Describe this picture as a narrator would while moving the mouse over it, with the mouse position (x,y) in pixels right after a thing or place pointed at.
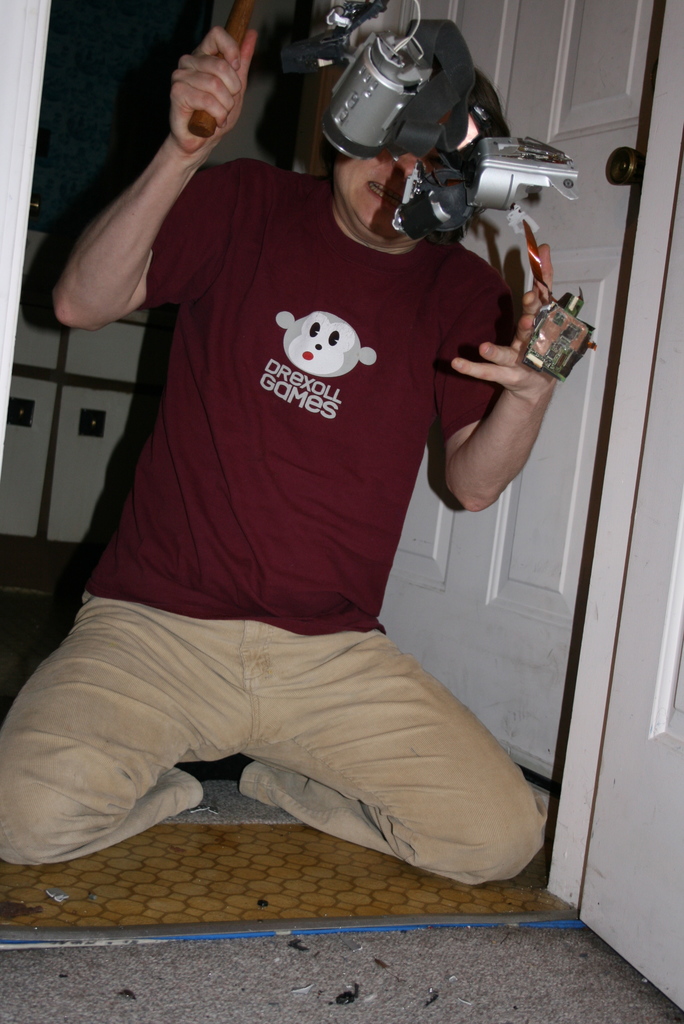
As we can see in the image there is a door (626,774), an electrical equipment (386,45) and a person (291,510) wearing red color t shirt (246,433).
